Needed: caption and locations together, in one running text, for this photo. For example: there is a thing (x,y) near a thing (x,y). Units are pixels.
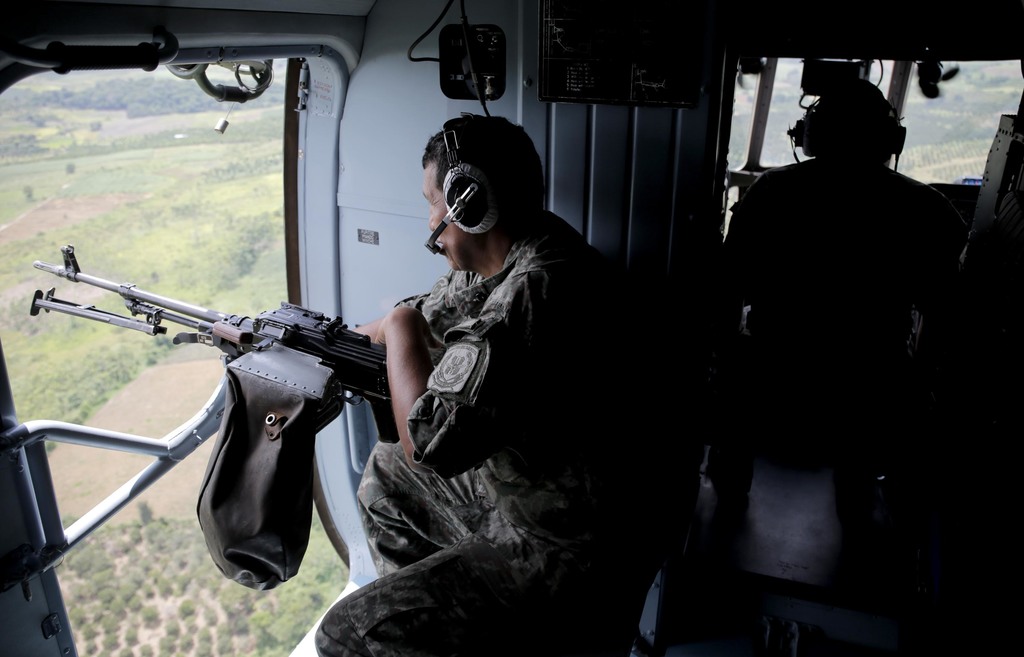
In the image we can see a person (481,381) wearing army clothes (482,353), headsets (460,221) and holding rifle (293,338) in hand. It looks like they are sitting in the flying helicopter (382,208), here we can see the grass (68,364), plants (97,559) and the cable wires (427,37).
